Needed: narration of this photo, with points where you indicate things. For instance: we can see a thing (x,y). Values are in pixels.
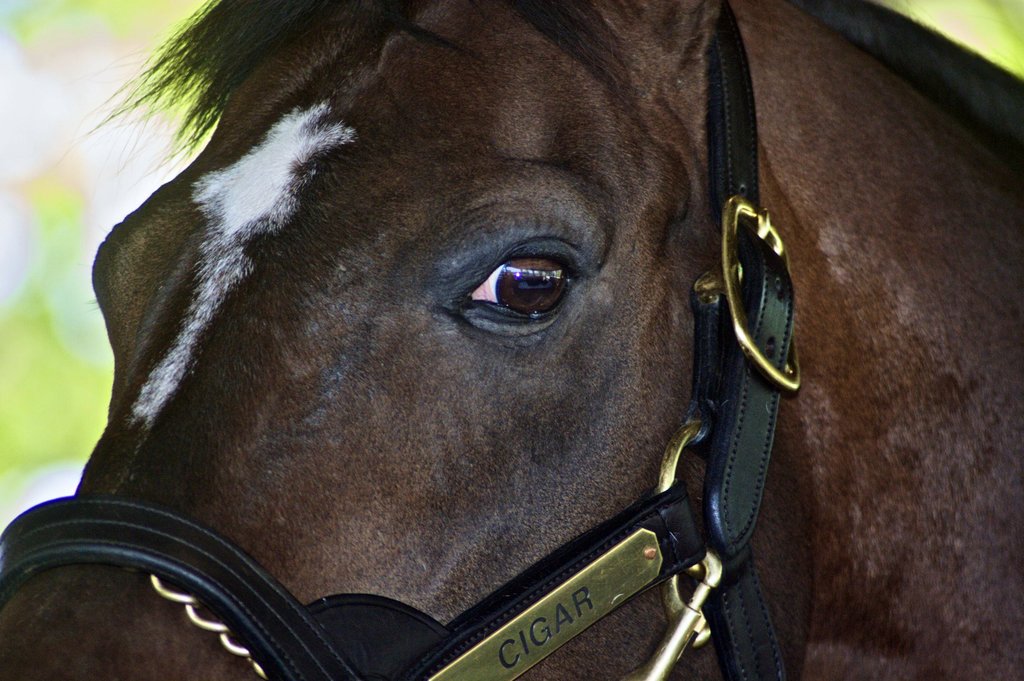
In this image I can see a brown colour horse (446,491), I can also see black belt (519,600) and over here I can see something is written. I can also see green colour in background (60,438) and I can see this image is blurry from background (10,330).
